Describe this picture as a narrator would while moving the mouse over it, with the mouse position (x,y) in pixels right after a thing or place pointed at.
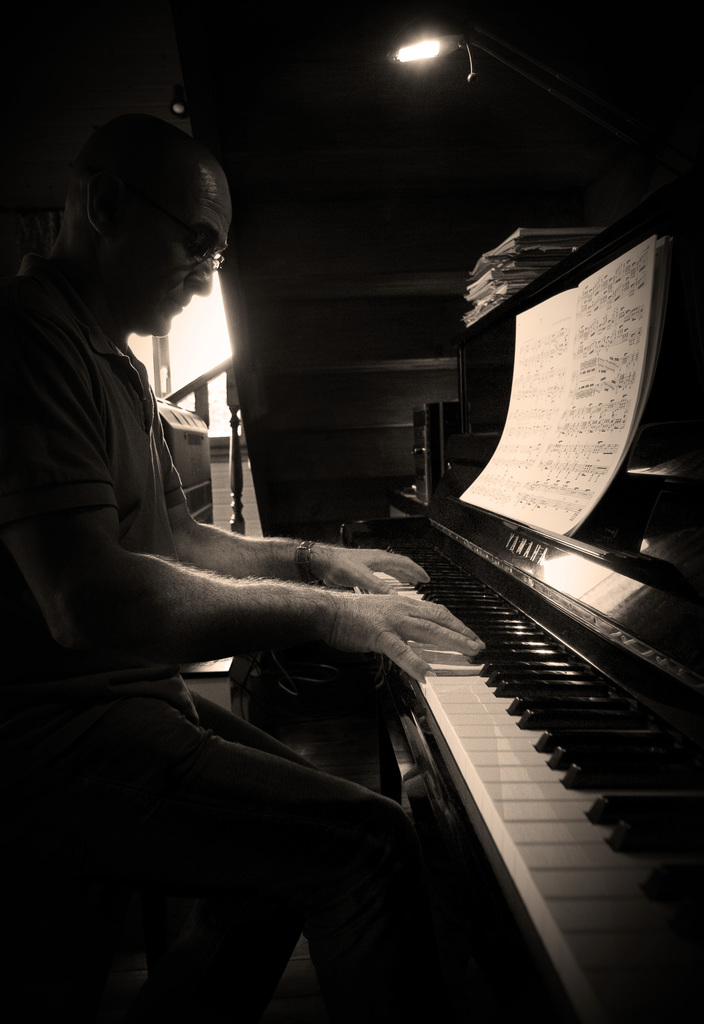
This picture shows a man (29,605) seated and playing piano (433,677) with a book (661,294) in front of him and a light (477,44) on The Top (490,46).
